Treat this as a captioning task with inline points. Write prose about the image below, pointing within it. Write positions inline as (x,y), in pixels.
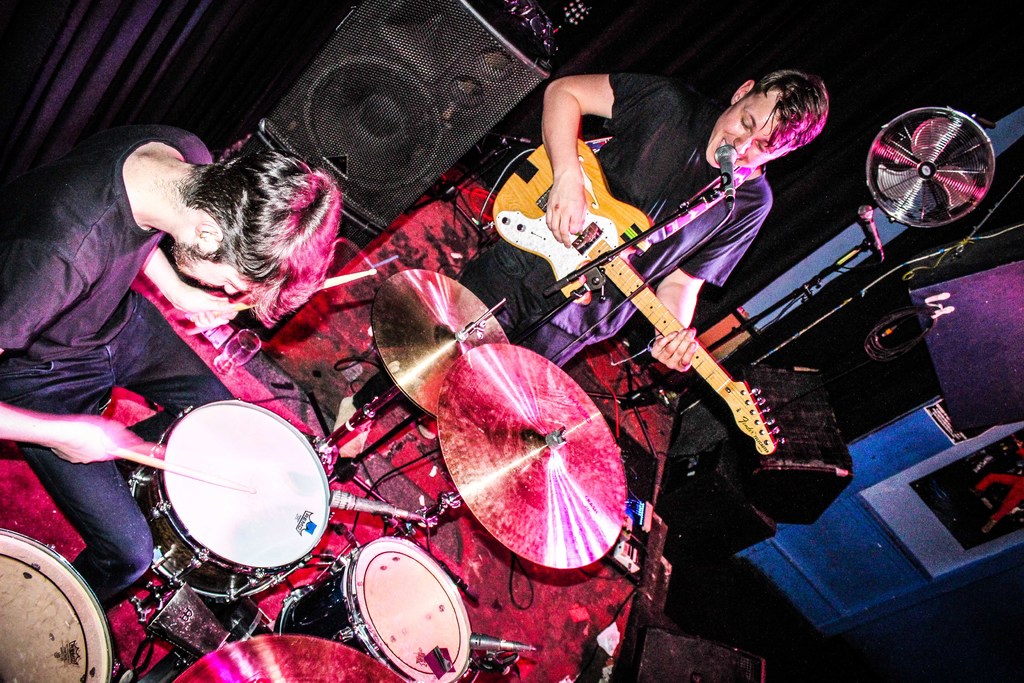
In the image we can see two persons (290,301). On the left (85,422) we can see person (166,409) holding sticks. In the center (681,271) we can see the person (660,214) holding guitar (626,286), in front of him we can see microphone (727,160). Around them we can see some musical instruments (480,391) and speaker (400,160) and curtain (322,30).
